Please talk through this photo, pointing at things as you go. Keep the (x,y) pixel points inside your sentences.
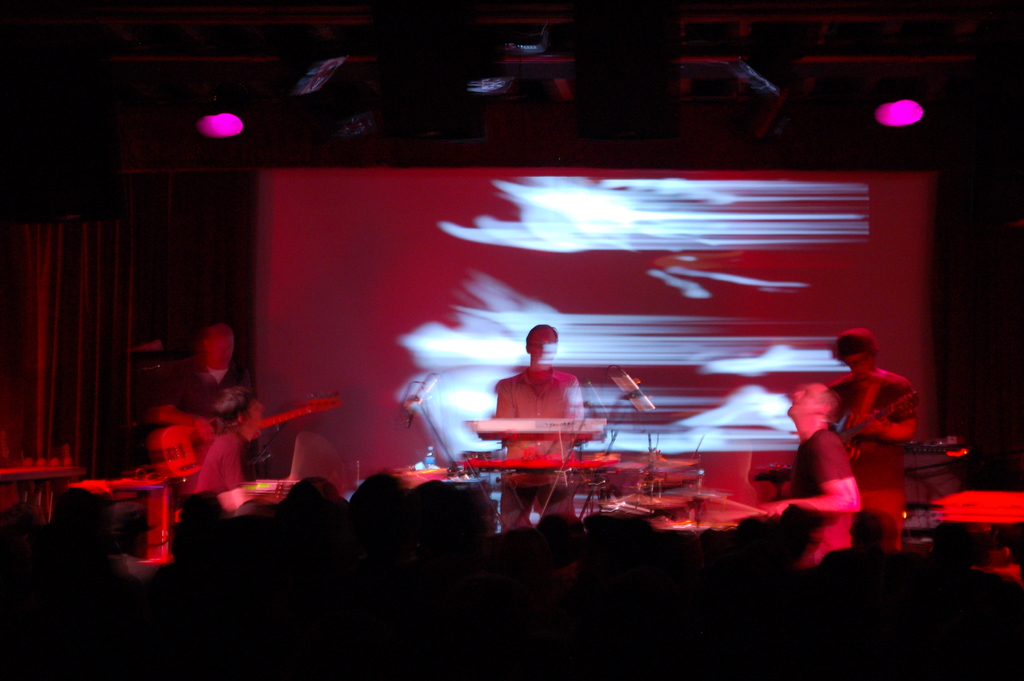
In the picture we can see some people (219,406) are giving a musical performance playing some musical instruments (863,422) and behind them, we can see a screen (706,209) and to the ceiling (292,107) we can see two lights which are pink in color.
